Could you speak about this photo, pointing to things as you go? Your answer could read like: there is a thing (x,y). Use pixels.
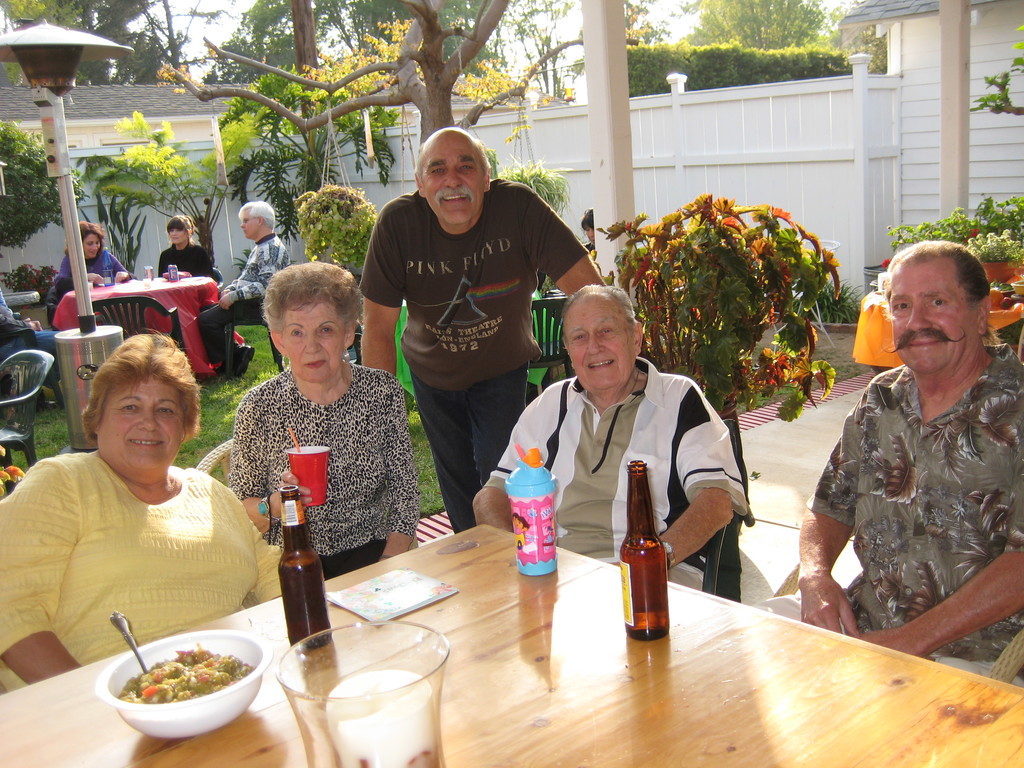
people (126,591) are seated on the chairs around the table (600,672). on the table (554,683) there is a glass (341,749), glass bottles (645,521), bowl of food (193,680). a person (313,536) is holding a red glass (312,479). behind them a person (461,360) is standing. behind them are more tables (123,295) and chairs (129,306) on which people (197,257) are seated on the grass (225,403). there are many trees (302,137) and a wall (673,128) is surrounded by that. behind that there are trees (253,53) and building (98,106).
